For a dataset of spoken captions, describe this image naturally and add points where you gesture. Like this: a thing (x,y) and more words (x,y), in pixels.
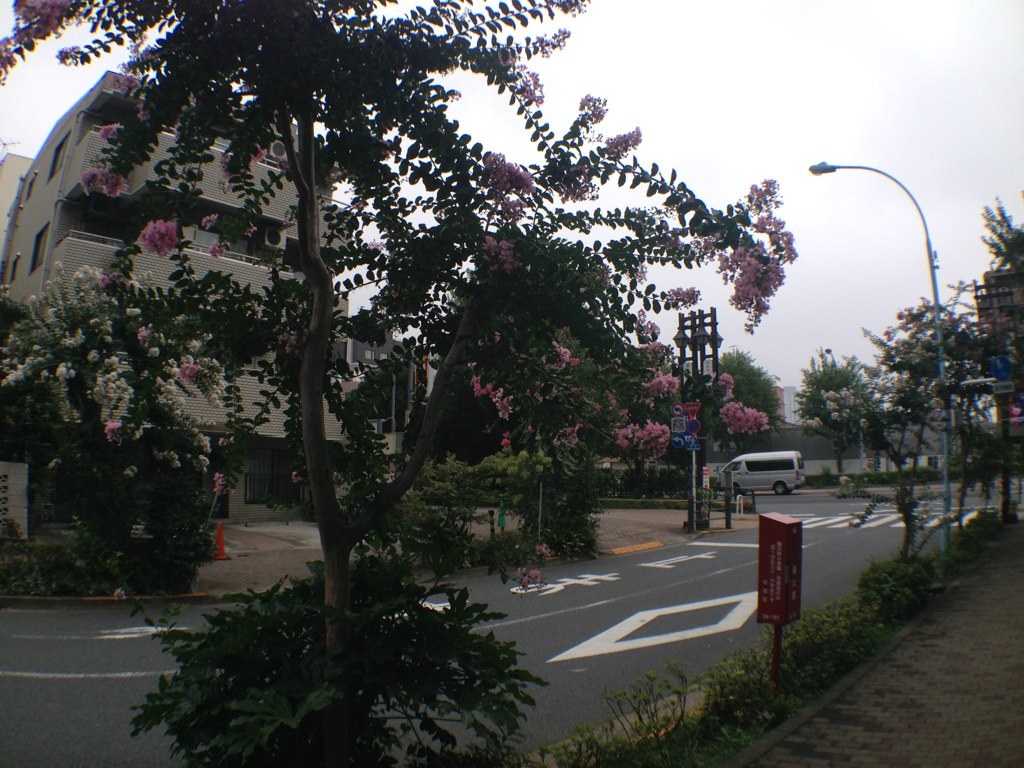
In the center of the image (433,266) we can see some trees (426,399), buildings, poles (700,413), electric light pole (908,192), truck (794,485), road (701,577) are present. At the top of the image (727,99) sky (776,110) is there. At the bottom of the image (936,672) we can see some bushes (802,681), ground (928,694) are present.
